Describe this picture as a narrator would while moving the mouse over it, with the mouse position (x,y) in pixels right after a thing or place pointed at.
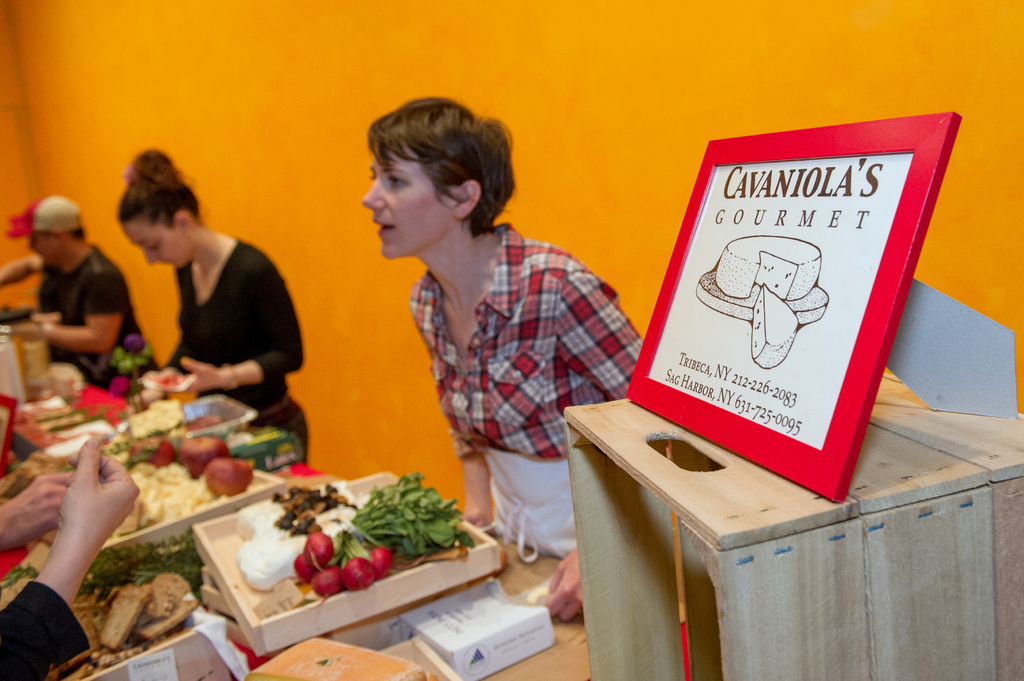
In this image here there is a board (810,451) on a box (740,517). On the table (387,619) there are many foods (253,524) on trays (165,521). Around the table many people (540,288) are standing. The wall (603,53) is yellow in color.
